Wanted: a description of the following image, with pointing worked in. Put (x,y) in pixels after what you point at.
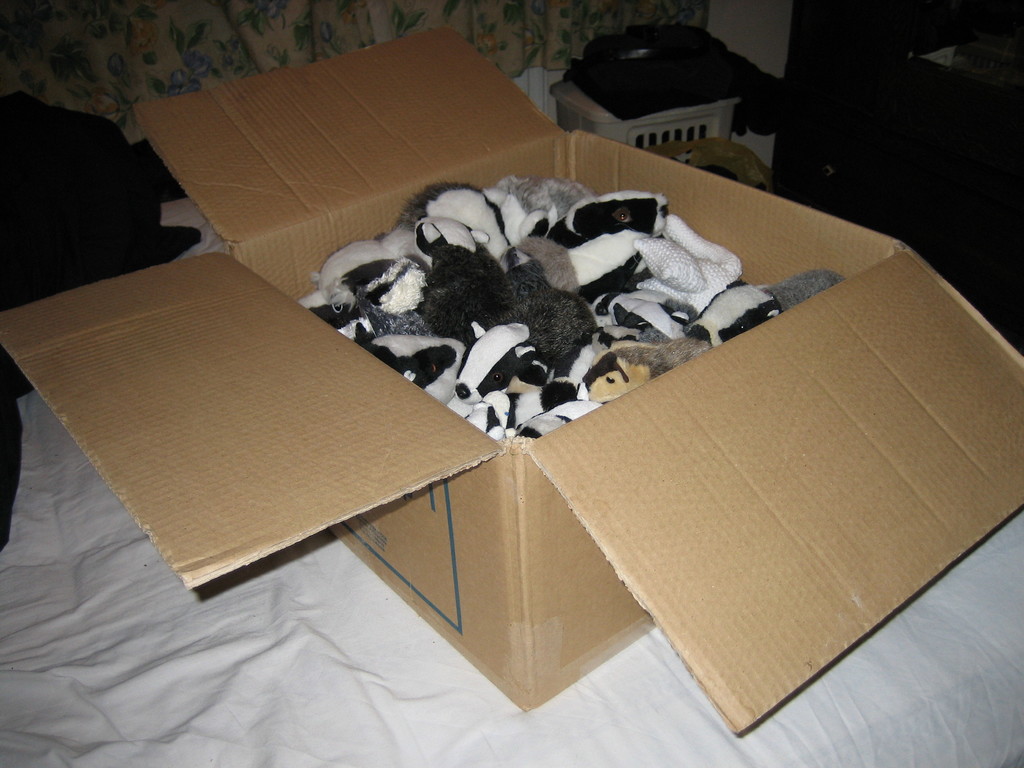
In this picture we can see toys (744,317) in a box (399,166). We can see objects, basket (577,103) and clothes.
